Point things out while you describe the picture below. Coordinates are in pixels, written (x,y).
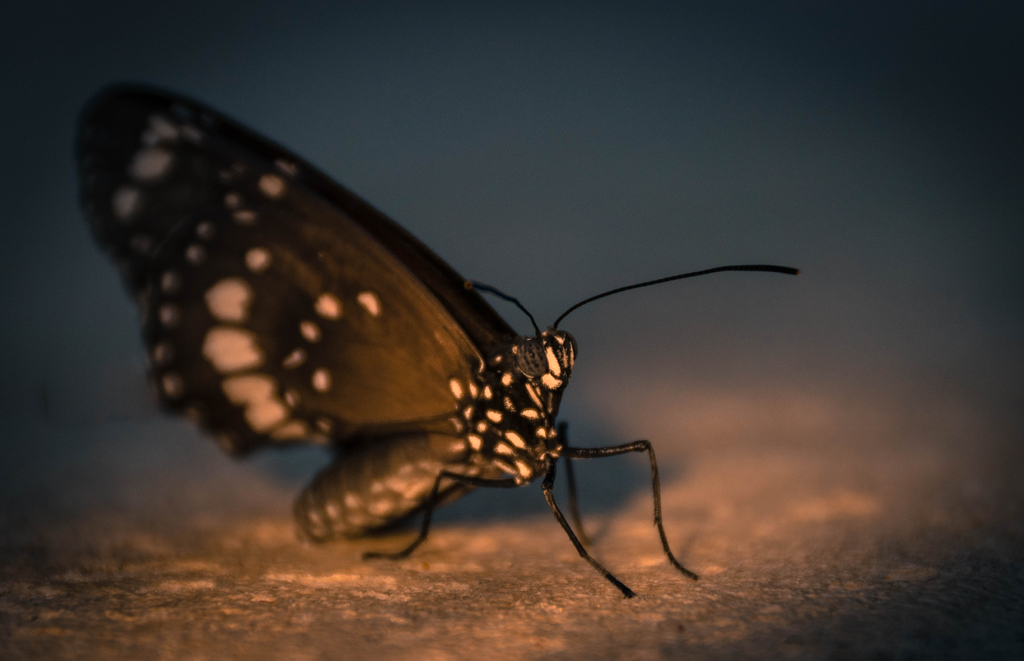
In this image I can see the butterfly (409,374) in brown and black color and the butterfly (393,423) is on the brown color surface (604,546) and I can see the dark background (671,118).
